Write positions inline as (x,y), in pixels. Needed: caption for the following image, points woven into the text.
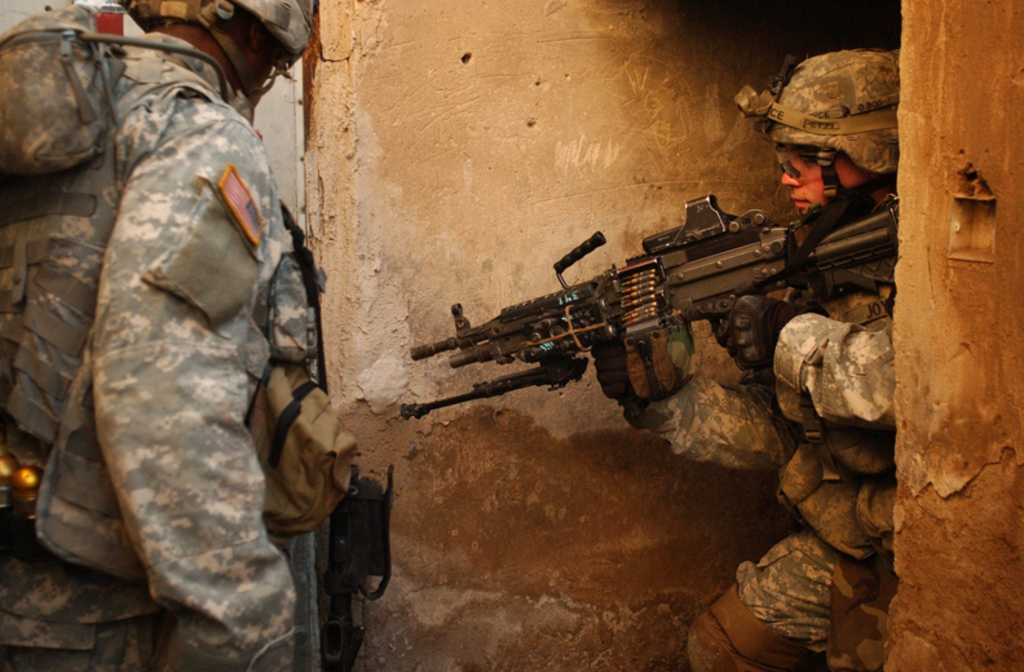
In the image we can see two people (269,301) wearing army clothes (224,412), helmet (262,8) and they are holding a rifle (558,330) in their hand (598,344). This is a wall (414,102).
